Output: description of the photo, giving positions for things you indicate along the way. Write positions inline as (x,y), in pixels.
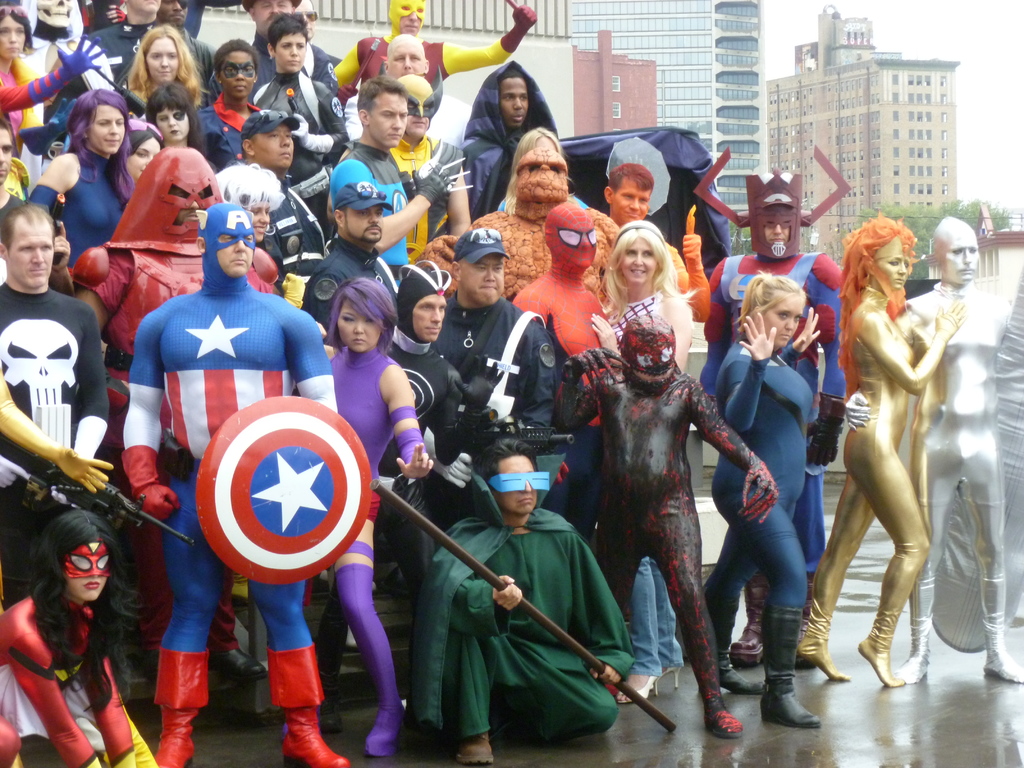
In this picture we can see a group of people (272,299) in costumes (240,297) and there are few people (228,263) holding objects (111,501). Behind the people (360,202), there are buildings (807,234), trees (929,222) and the sky (953,58).
